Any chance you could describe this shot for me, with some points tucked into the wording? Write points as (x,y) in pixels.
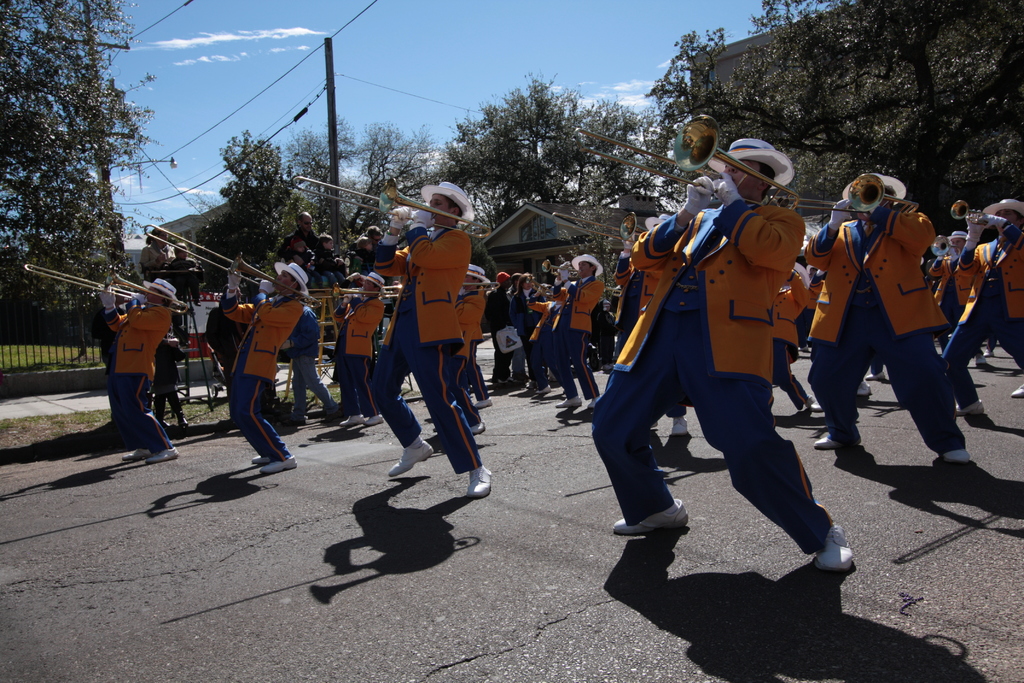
In this image we can see many people (619,358) on the road (395,529). They are wearing hats (784,182) and playing musical instruments (942,247). In the back (424,171) there are trees (578,181). Also there is an electric pole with wires (288,123). On the left side (60,334) there is a railing (65,322). In the back (498,240) there are buildings (729,77) and sky (396,65) with clouds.
